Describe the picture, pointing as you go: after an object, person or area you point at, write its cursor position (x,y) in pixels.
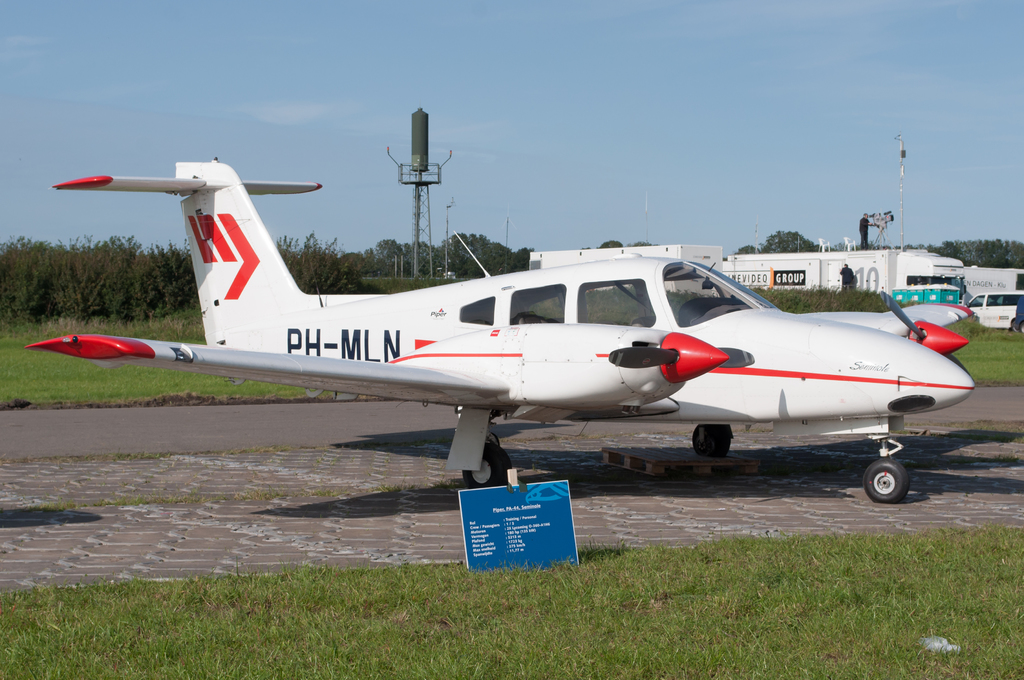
There is a white aeroplane (747,385). There is grass (44,381), trees (380,269) and other vehicles (810,271).
